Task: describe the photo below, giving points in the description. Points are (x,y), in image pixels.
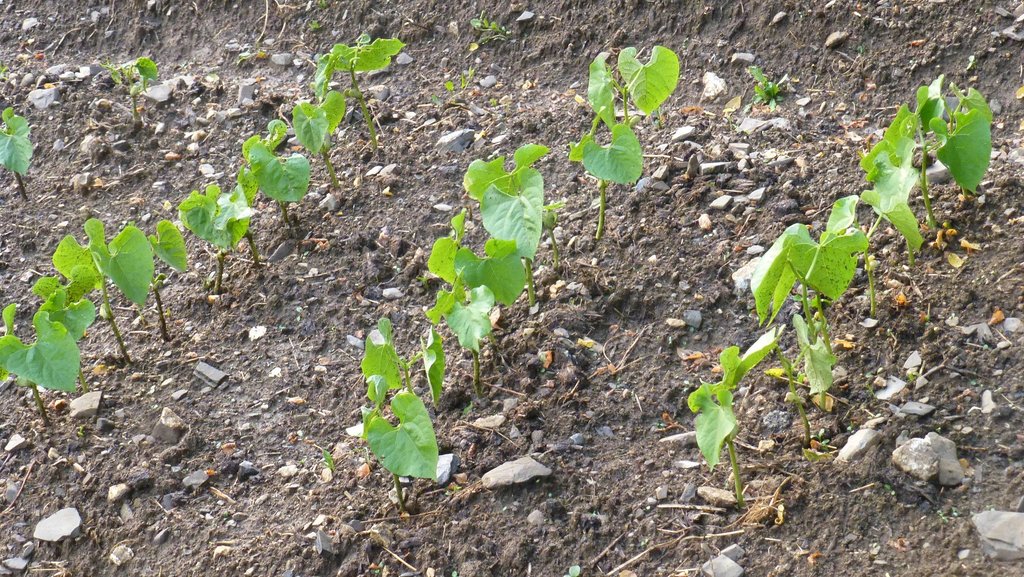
In this picture we can see plants (143,272) on the ground (534,329), here we can see some stones (786,208).
